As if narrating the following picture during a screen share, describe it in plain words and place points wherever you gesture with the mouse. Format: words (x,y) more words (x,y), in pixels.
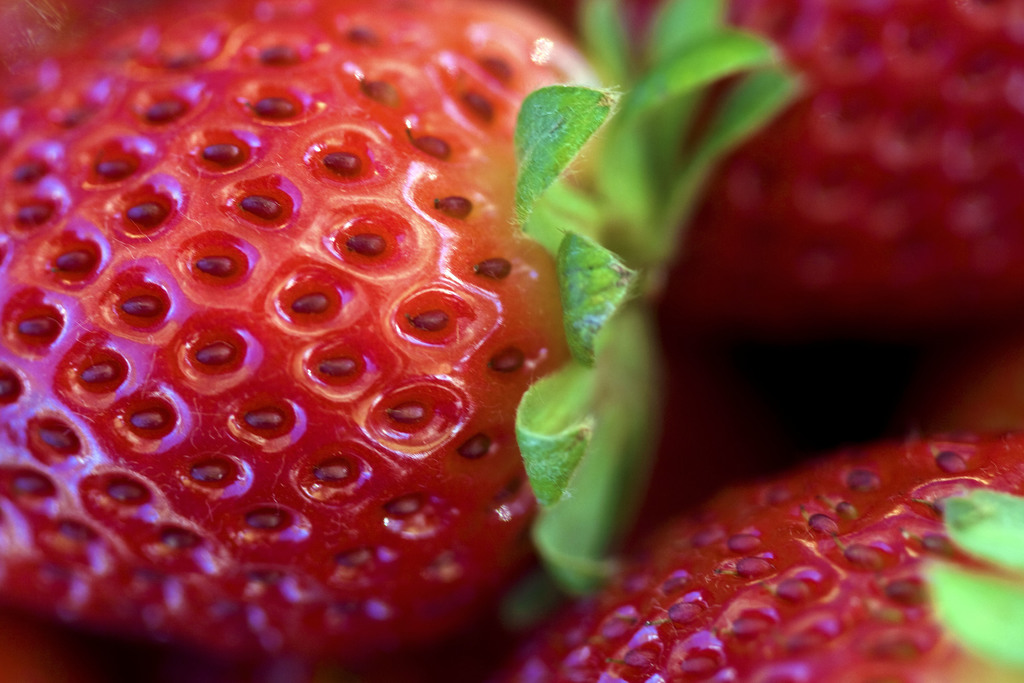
In the image we can see some strawberries (272,279).
